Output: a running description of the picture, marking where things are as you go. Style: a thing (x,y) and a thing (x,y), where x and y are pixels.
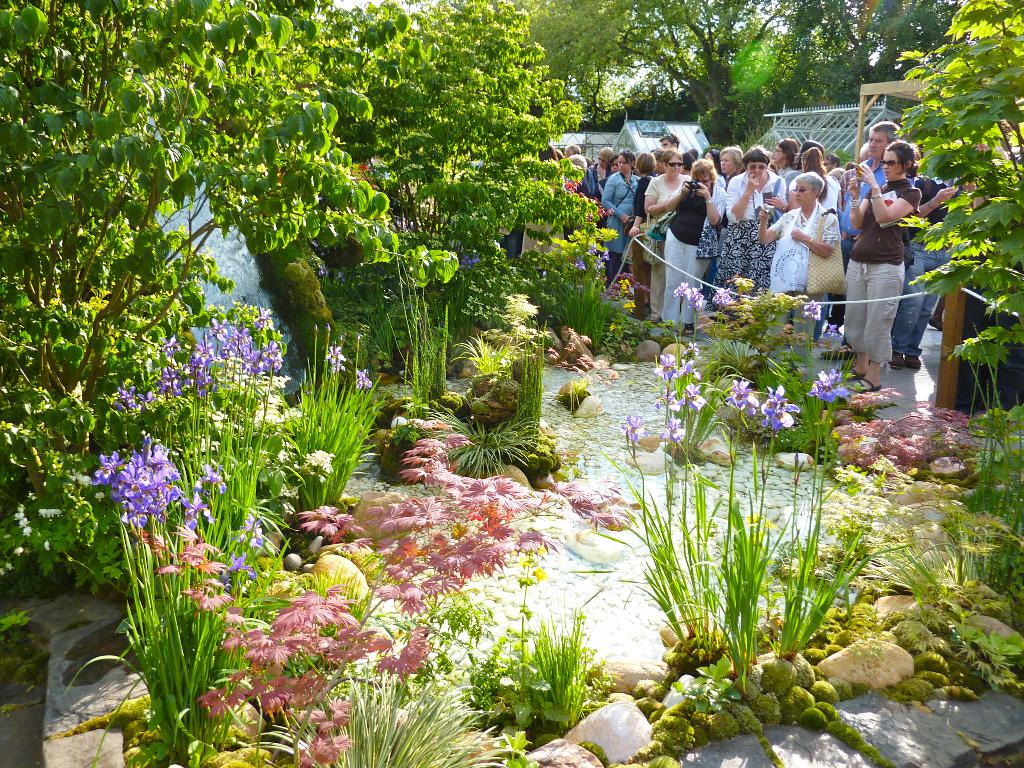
In this image we can see a group of people (719,248) standing on the floor (925,340). In that some people (681,240) are holding the cameras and mobile phones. We can also see the water (623,403), trees (383,261), plants (399,525) with flowers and some stones (765,620). On the backside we can see some greenhouses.
